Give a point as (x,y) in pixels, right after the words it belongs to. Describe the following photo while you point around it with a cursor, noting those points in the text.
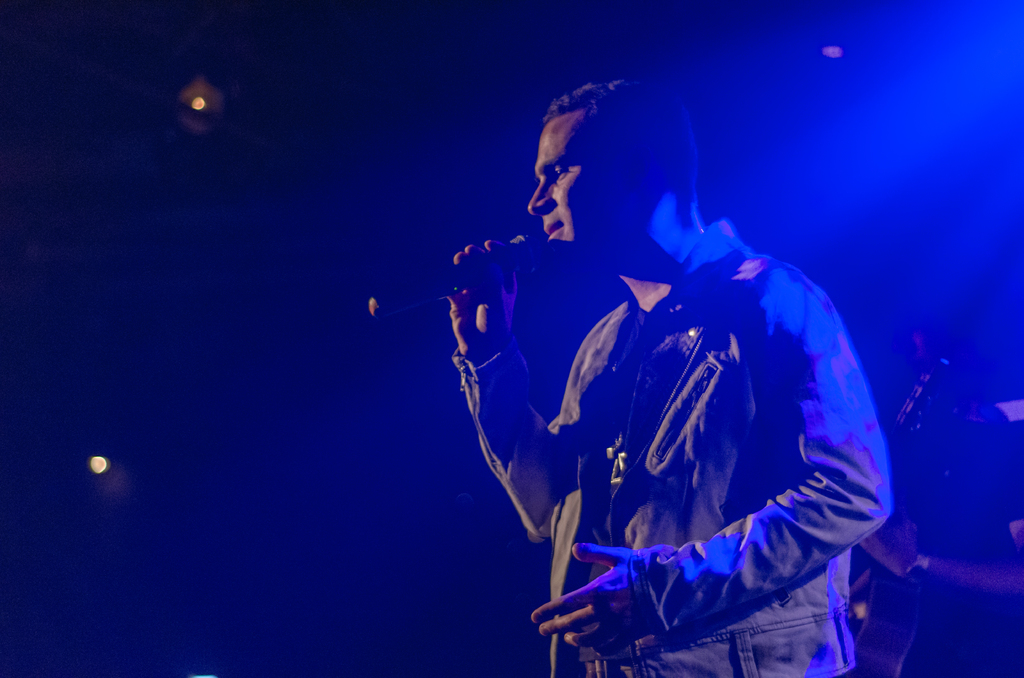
In this picture I can see two persons (651,132) standing. There is a person (680,635) holding a mike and another person (918,594) holding a guitar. I can see lights (927,150), and there is dark background (1020,188).
